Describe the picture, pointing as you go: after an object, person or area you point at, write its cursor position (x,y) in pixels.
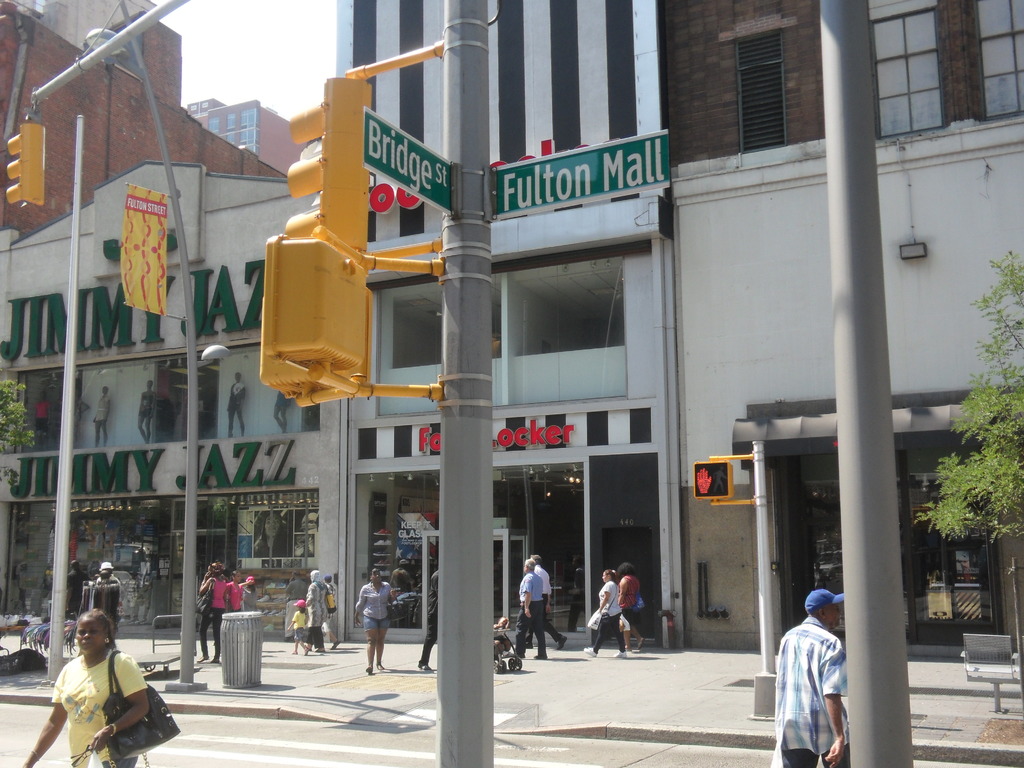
This image is taken outdoors. At the bottom of the image (308,737) there is a road (612,755) and there is a sidewalk (513,700). In the background (540,267) there are a few buildings (744,260) with walls (718,267), windows (935,62), grills (748,106), roofs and doors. There are many boards (402,428) with text (382,155) on them. On the right side of the image (998,669) there is a tree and there is an empty bench (986,661). There is a pole (845,499). There is a signboard (734,496) and a man (783,721) is walking on the road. On the left side of the image (73,70) there is a pole (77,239) with a signal light (36,145) and here is a street light (152,100). There is a dustbin (221,642) on the sidewalk (197,673). A few people (224,608) are walking on the sidewalk (174,635). In the middle of the image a few are walking.
